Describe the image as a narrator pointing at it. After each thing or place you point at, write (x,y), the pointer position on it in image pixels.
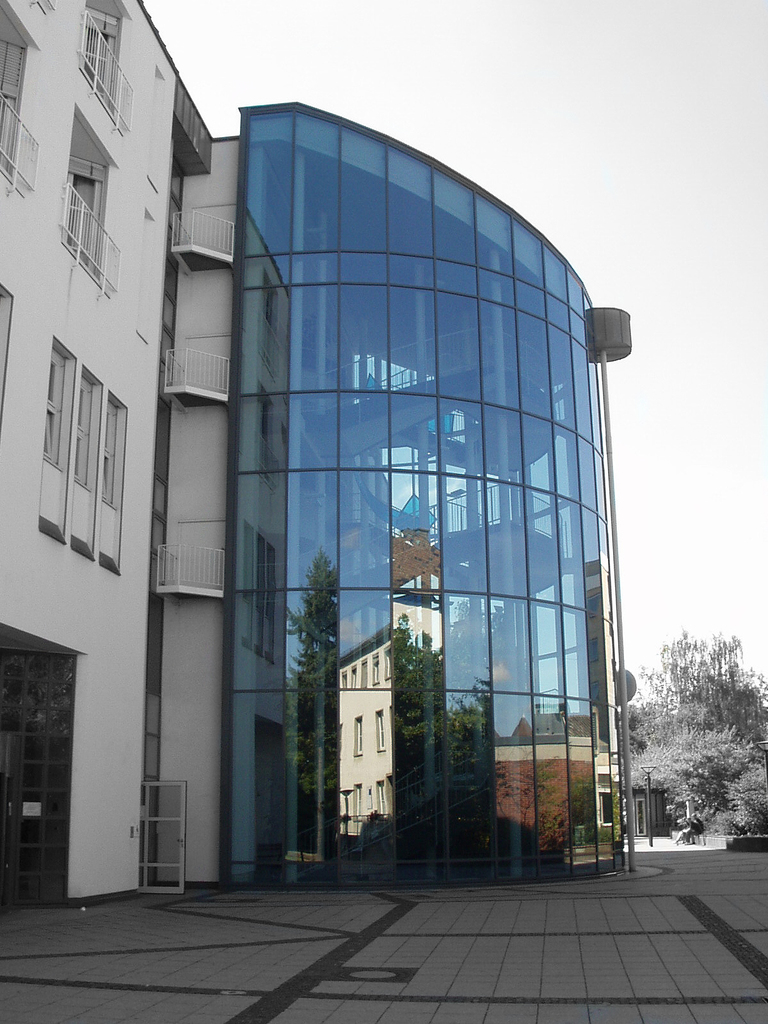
In this image there is a building (85,459) in the middle (437,434). To the building (398,410) there is a glass covering (398,555). In the background (689,745) there are trees (681,717). At the bottom (475,931) there is floor (386,941).
